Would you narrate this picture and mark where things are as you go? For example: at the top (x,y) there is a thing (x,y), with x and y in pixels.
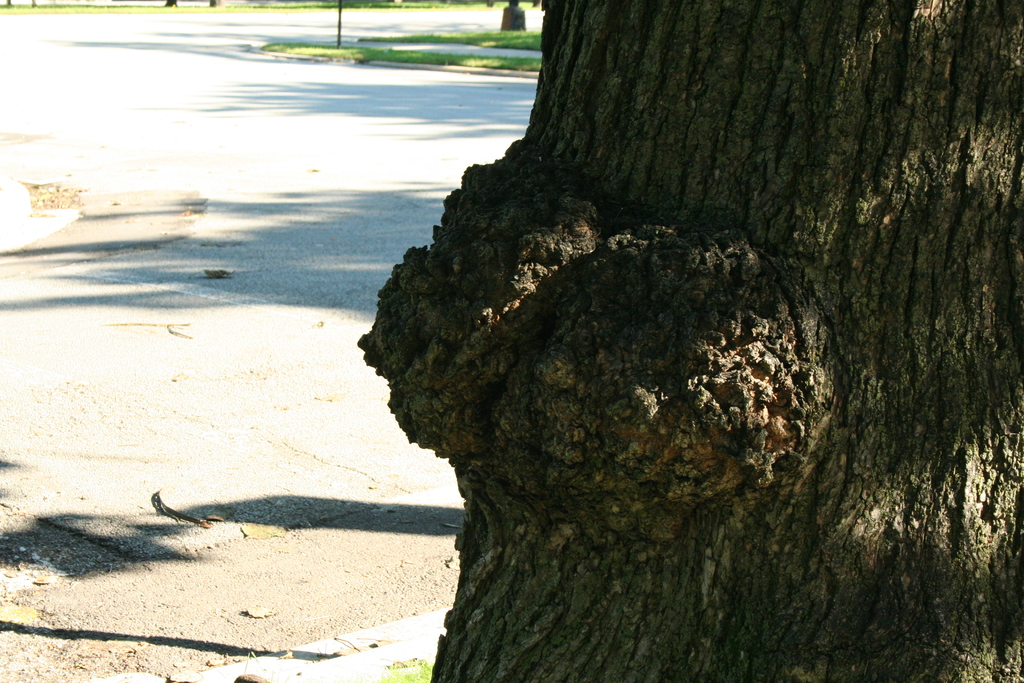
In the foreground of the image (446,436) there is a tree trunk (629,359). In the background of the image (231,108) there is road (161,215), grass (315,54).
